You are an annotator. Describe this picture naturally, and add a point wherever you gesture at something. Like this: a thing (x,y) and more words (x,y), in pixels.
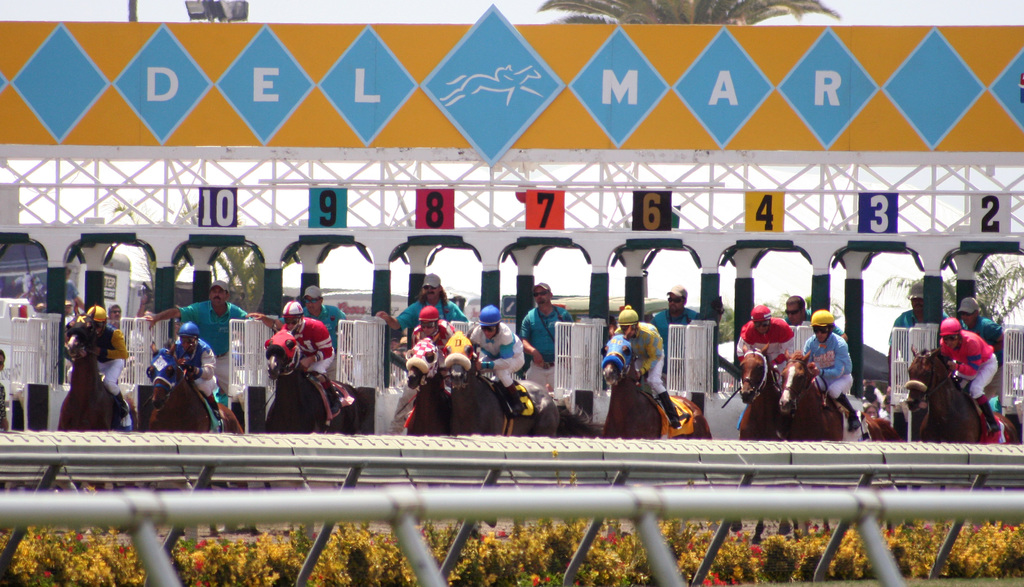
In this image I can see some horses (924,373) standing in a row and a person (964,348) is sitting on each horse (942,353). Seems to be a horse racing stadium (303,289). I can see some entrances (258,248) with a gate (1007,336) and an arch (818,237) with a person (674,296) standing at each entrance (262,297). I can see a board (912,127) at the top of the image (103,132) with some text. At the bottom of the image (394,497) I can see some grills (527,497) and plants (638,560).
